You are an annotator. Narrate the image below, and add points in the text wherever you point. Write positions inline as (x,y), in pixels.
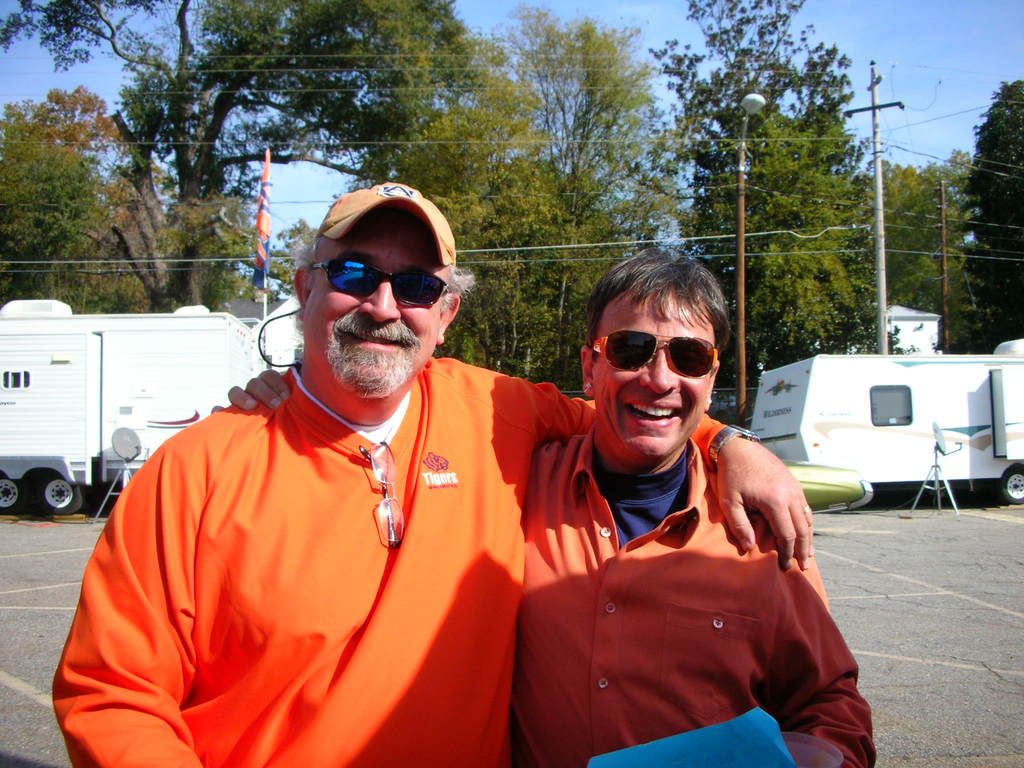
The picture is taken outside a city. In the foreground of the picture (562,584) there are two men (229,522) wearing orange shirts (405,605). In the center of the picture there are trees (63,120), vehicles (92,347), street light (743,160), pole (742,279) and cables (859,250). Sky (18,48) is clear and it is sunny.
